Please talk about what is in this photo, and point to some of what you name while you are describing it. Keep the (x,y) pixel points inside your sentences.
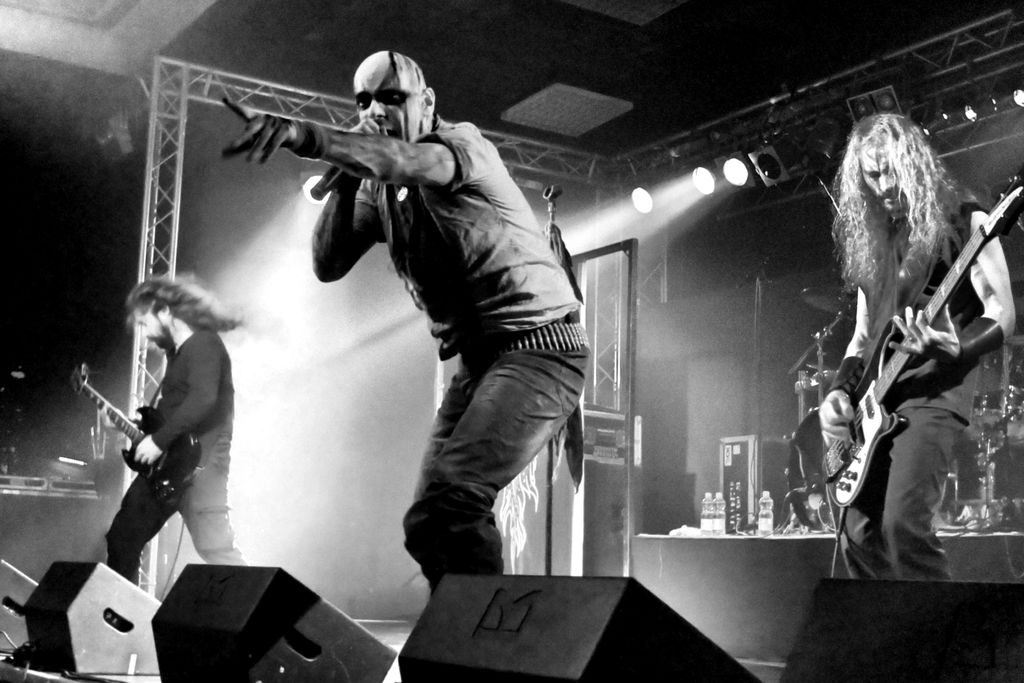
In this picture we can see three man (561,322) where two (891,347) are playing guitar (132,421) and one (434,160) is singing on mic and in background (762,169) we can see lights (764,174), pillar (182,146), bottles (708,496), speakers (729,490).
